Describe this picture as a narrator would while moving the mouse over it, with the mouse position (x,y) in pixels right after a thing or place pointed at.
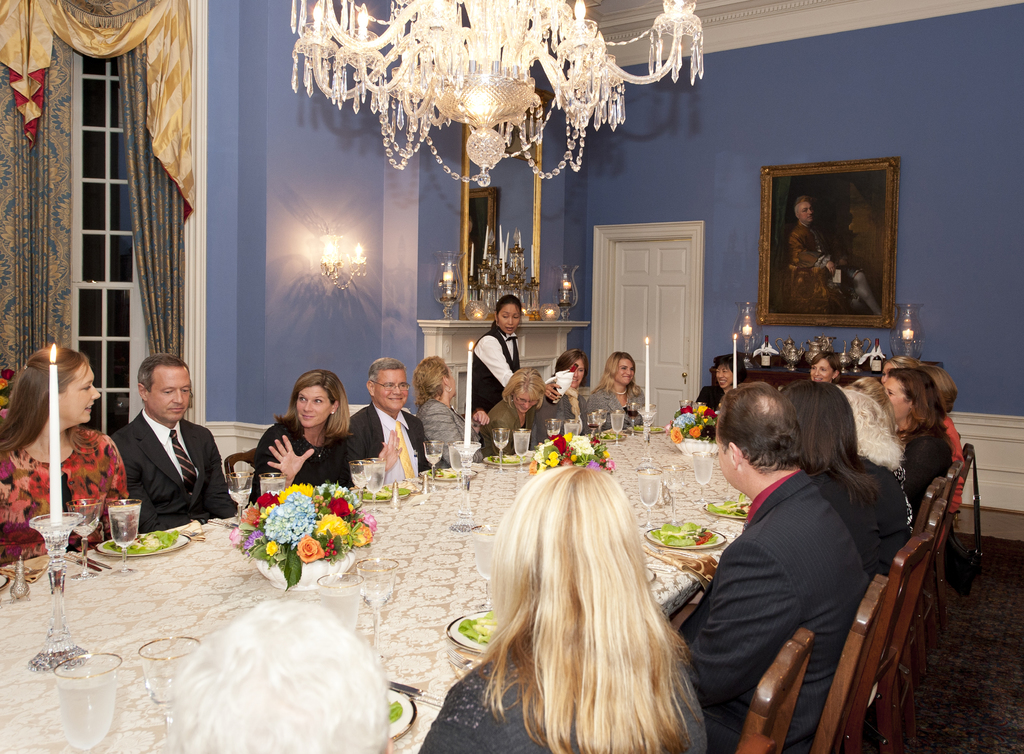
In this image I can see number of people (802,493) are sitting on chairs (775,706). Here on this table (635,442) I can see food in plates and number of glasses (89,533), I can also see few candles (466,406) over here. On this wall (933,179) I can see a frame (835,248).
